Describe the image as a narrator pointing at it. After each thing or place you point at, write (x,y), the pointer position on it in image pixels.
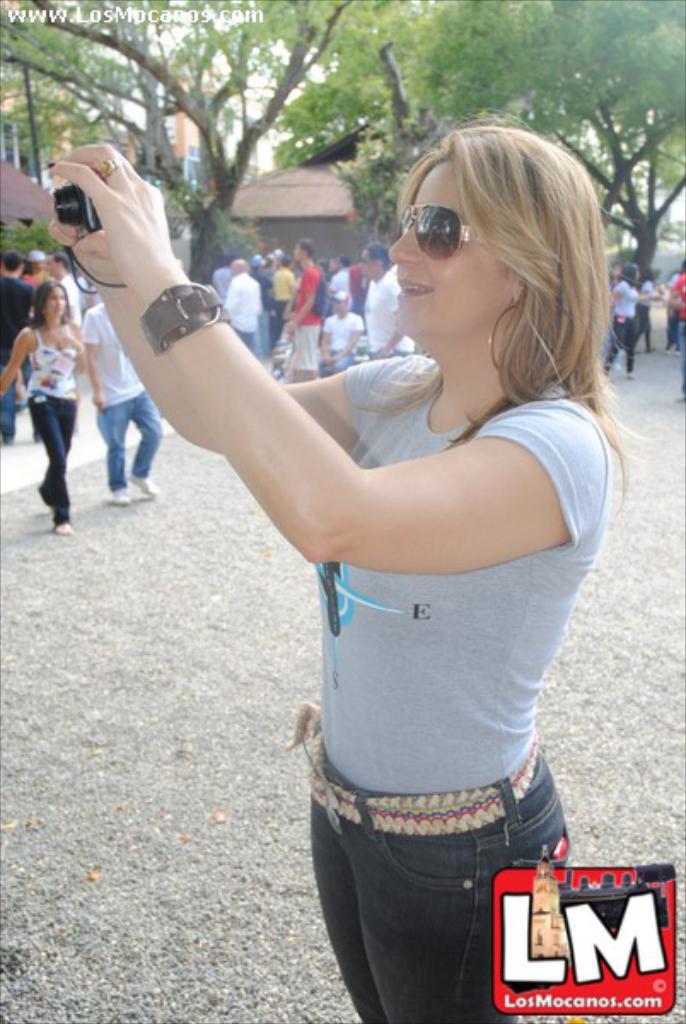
In this image I can see number of people (47,260) are standing. In the front (556,555) I can see one woman (408,202) is holding a camera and I can see she is wearing shades (451,245), a grey colour top (484,438), a belt (418,811) and jeans (413,845). In the background (492,123) I can see few buildings (259,230), number of trees (347,129) and on the bottom right side of the image (545,858) I can see a watermark (528,868).
